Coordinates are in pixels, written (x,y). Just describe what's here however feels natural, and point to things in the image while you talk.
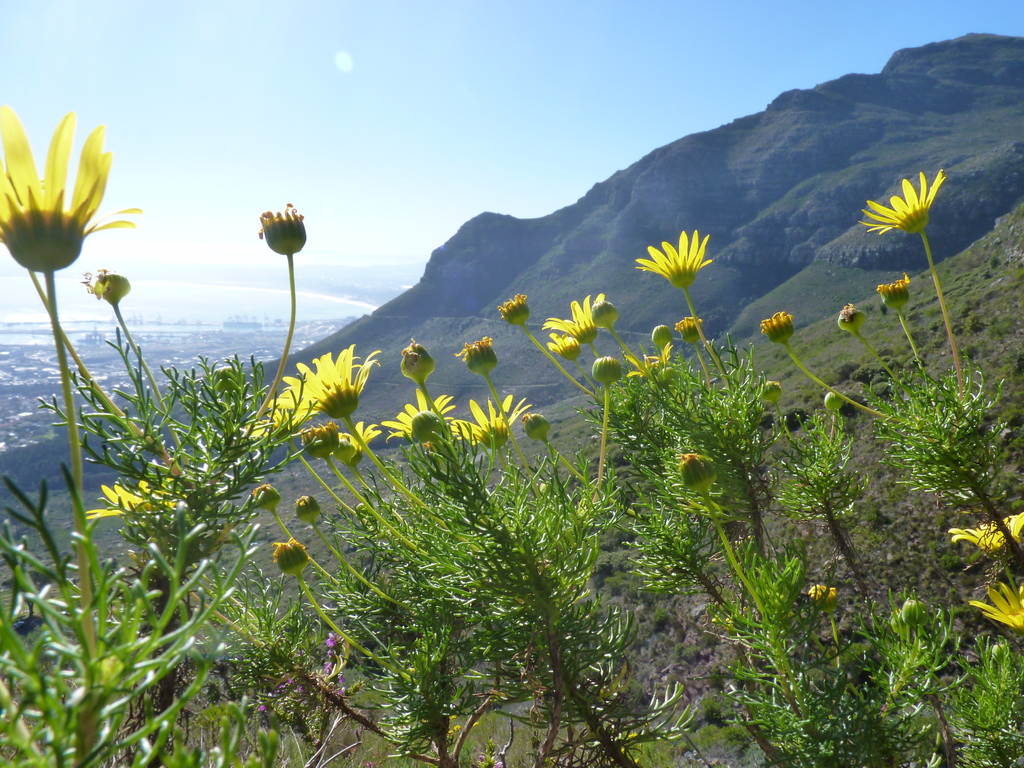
In this image we can see sky (446,180), hills (656,186) and plants (482,533) with flowers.
